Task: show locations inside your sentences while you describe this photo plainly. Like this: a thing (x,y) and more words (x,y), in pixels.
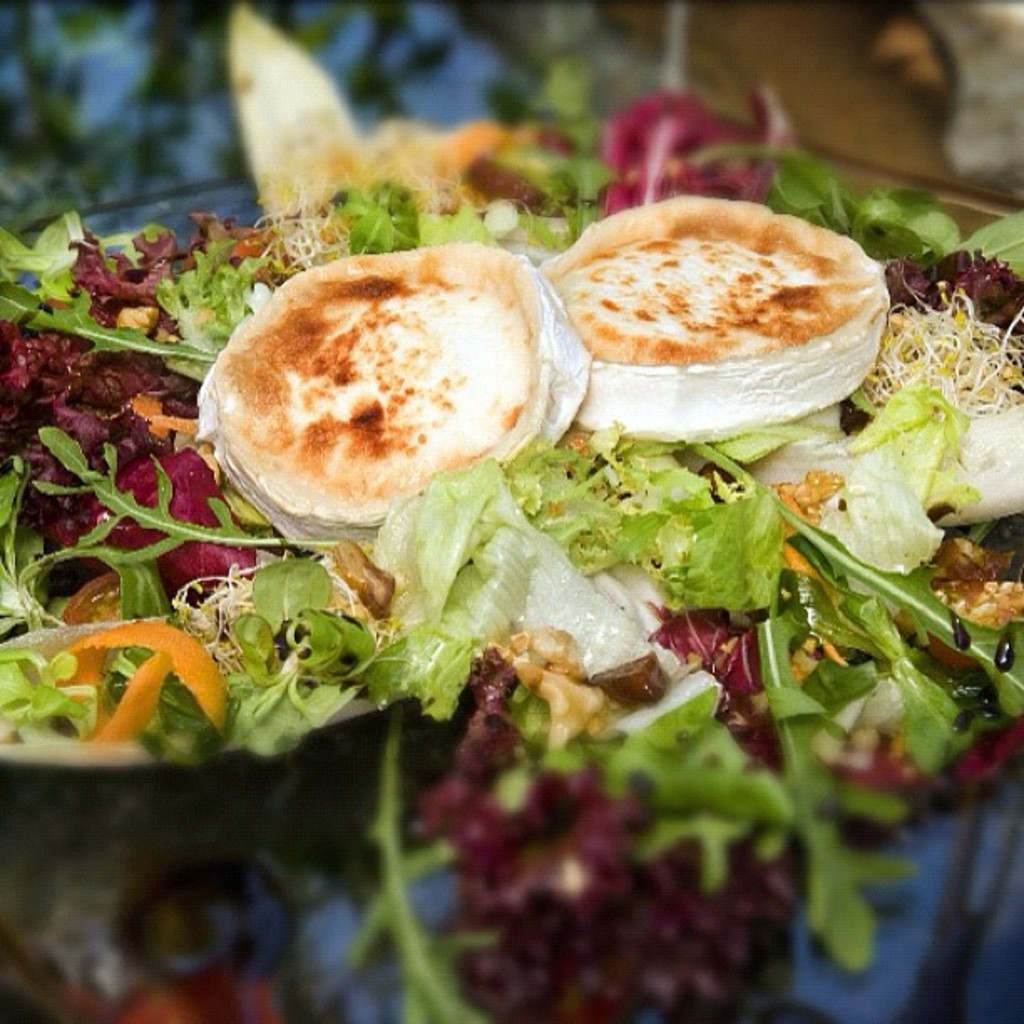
In this image, we can see some green vegetables (416,586), sprouts (876,362), edible things (623,521).
